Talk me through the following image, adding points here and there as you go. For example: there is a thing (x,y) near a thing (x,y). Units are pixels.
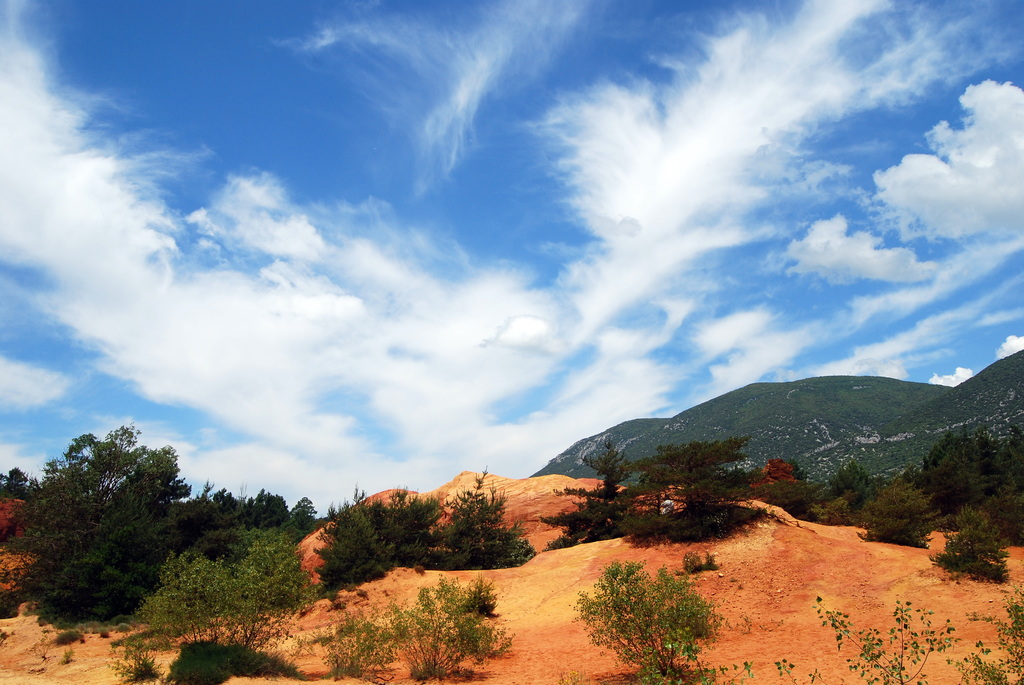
In this image we can see there are trees (613,583), mountains (856,418) and sky (252,267).
